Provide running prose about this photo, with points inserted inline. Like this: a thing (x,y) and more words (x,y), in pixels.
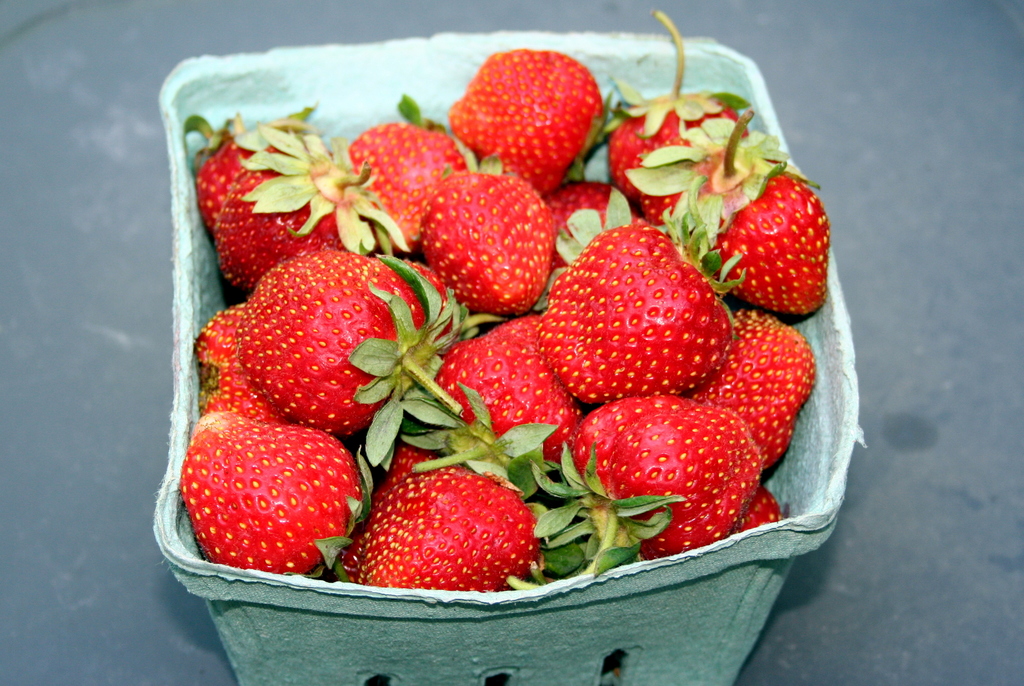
In this image, I can see a bowl (220,84) full of strawberries (548,369). I think this is a table (152,189).
